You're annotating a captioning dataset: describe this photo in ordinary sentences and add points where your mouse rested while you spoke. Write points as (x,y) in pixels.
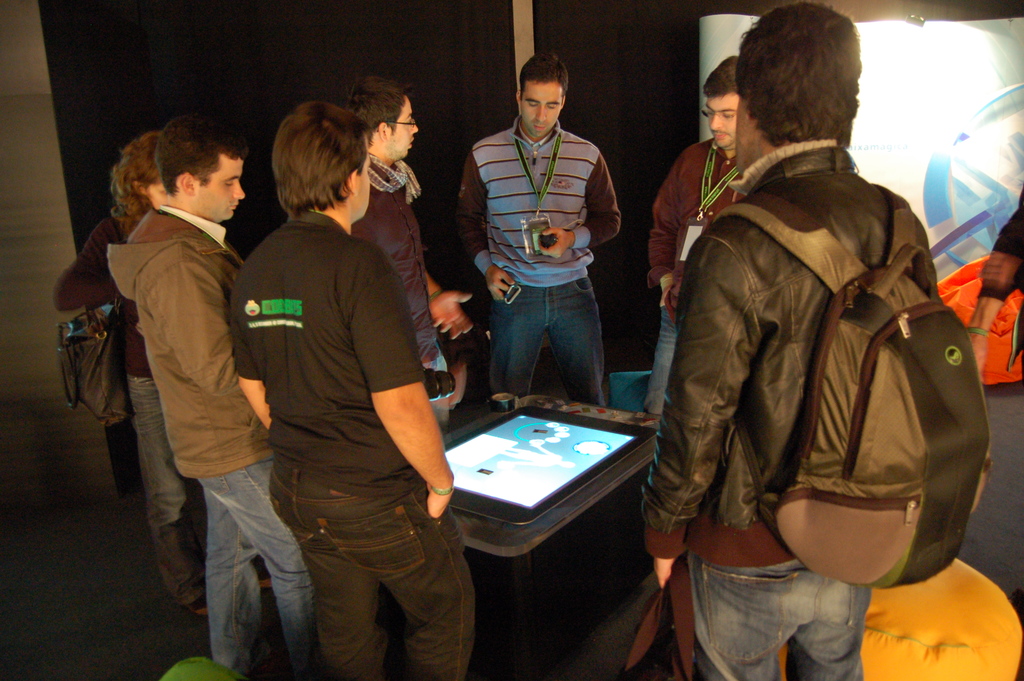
This picture is clicked inside the room (200,408). Here, we see many people (298,489) standing around the table (470,522) on which tablet (586,482) is placed. The man (788,198) on the right corner of the picture (744,319) wearing a black jacket (744,380) and backpack (893,464) is standing. The man (489,229) in grey and brown t-shirt (514,208) is holding a phone (546,243) in his hand (564,236) and he is even wearing ID card (535,220). Behind him, we see a curtain (262,55) in black color and we even see a board (884,129) in white color.
